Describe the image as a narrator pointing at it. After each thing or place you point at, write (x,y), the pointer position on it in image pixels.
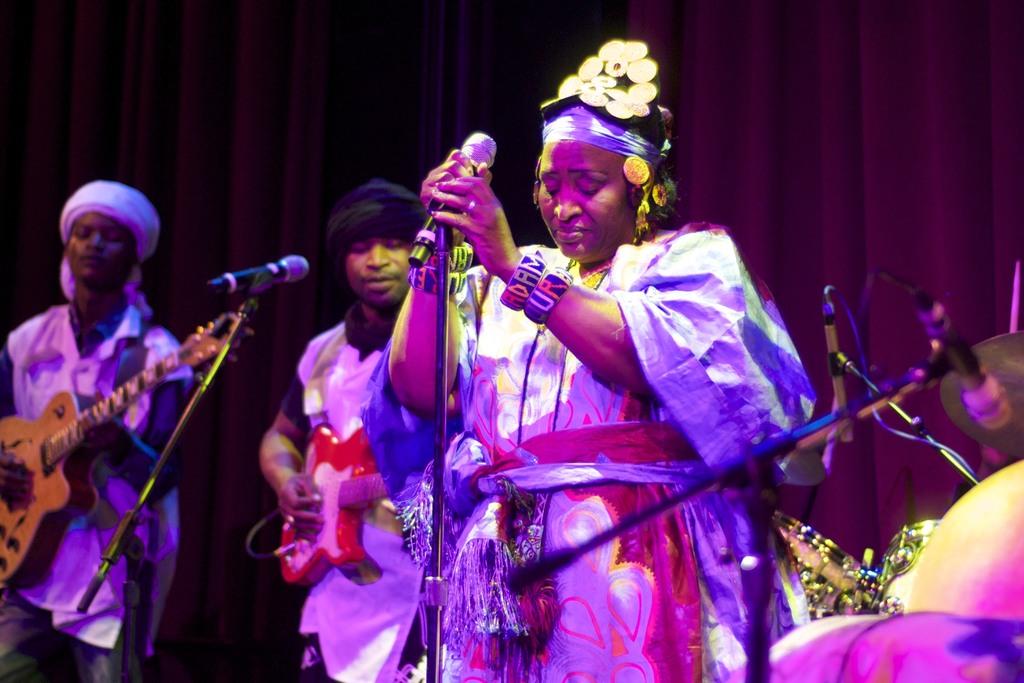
This image is clicked in a concert. There are three persons (581,643) in this image. In the front (498,395), the woman (504,496) is standing near the mic stand (441,386) and holding the mic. In the middle (342,453) the man (337,331) is playing red color guitar (293,536). To the left (127,430), the man (118,249) is playing guitar (6,449). To the right (906,584), there is a band setup (817,579). In the background (683,98), there is a brown curtain (771,58).
